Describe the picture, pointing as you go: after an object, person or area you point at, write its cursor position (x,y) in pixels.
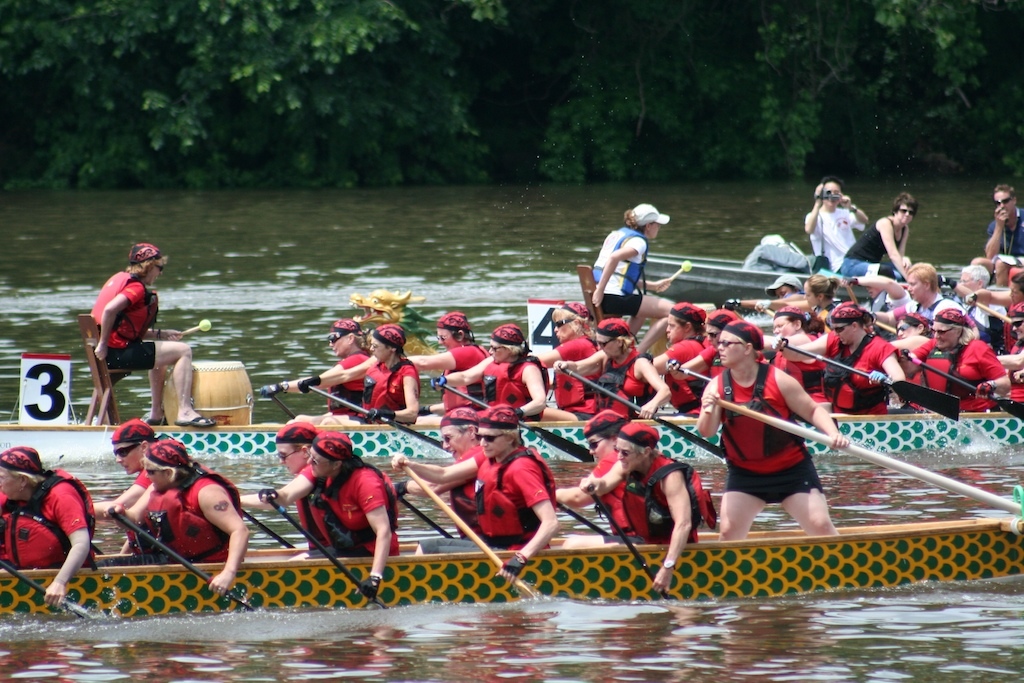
In this image we can see people (930,363) boating on the surface of the water (568,623). In the background (367,90) we can see the trees (809,82).
